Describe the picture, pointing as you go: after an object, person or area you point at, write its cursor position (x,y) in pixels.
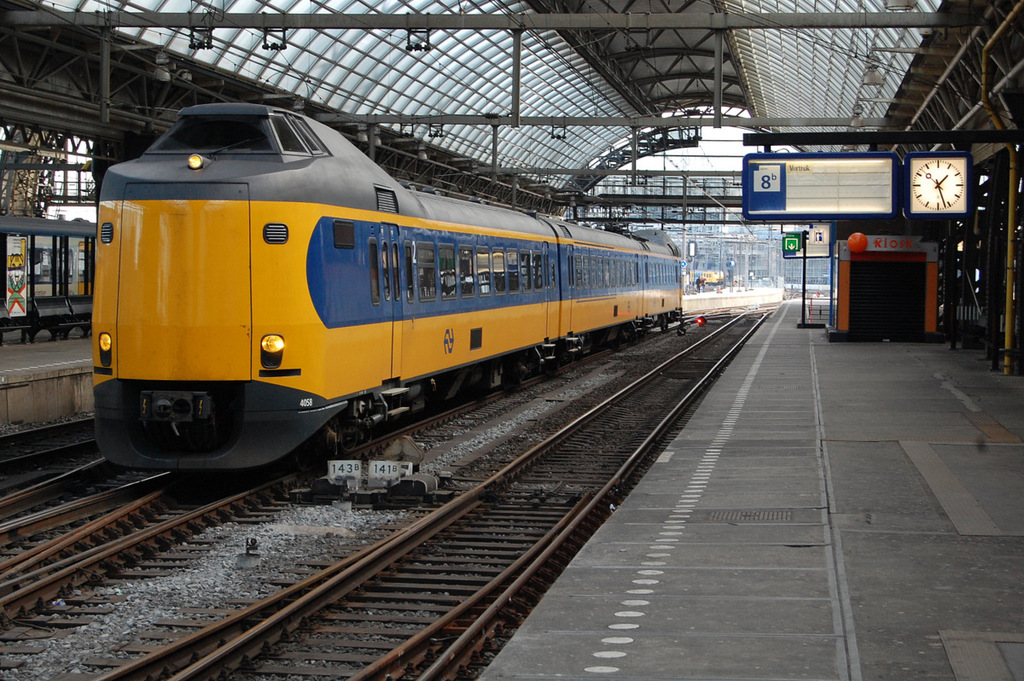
In this image we can see railway tracks (106,473). On the track (121,472) there is a train (301,287) with windows (443,271) and doors (383,296). On the right side (847,430) there is a platform (847,430). There is a board (822,171) with something written. Also there is a clock (924,167). And there are rods (892,15). On the ceiling (852,45) there are rods (141,62) and there is an arch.
